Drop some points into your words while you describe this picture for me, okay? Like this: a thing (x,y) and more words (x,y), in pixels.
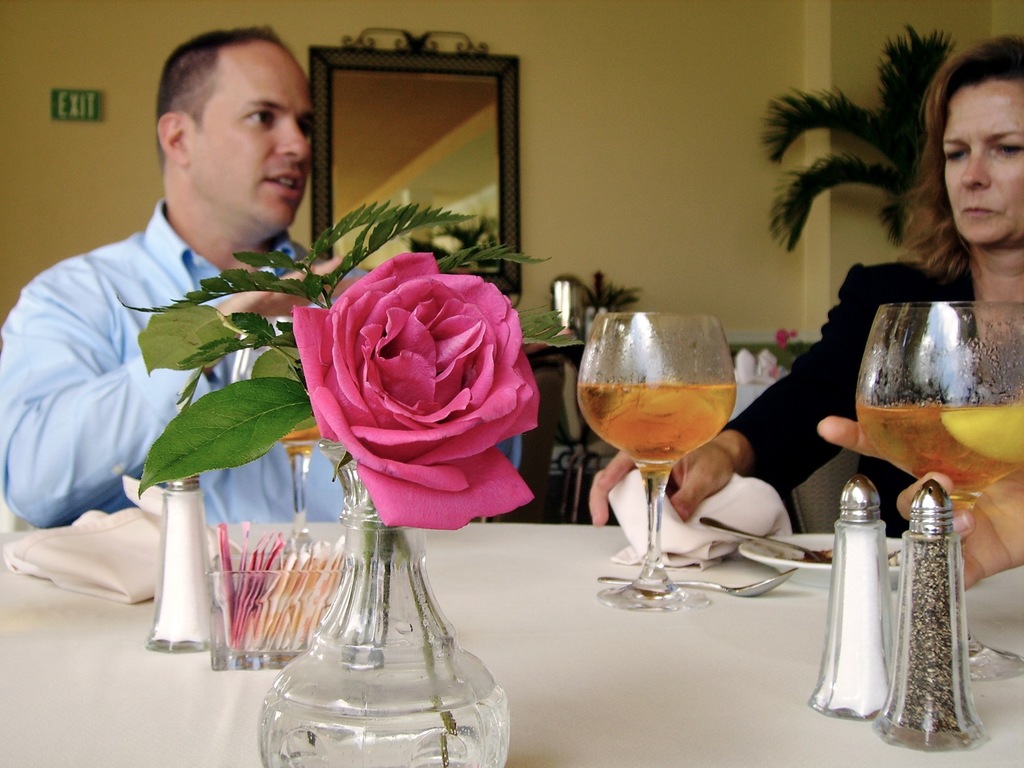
This is the picture inside of the restaurant (753,359), like hotel (663,265) whatever it is. On the right side (768,472) we have a woman (694,474). She is holding like a tissue (767,510). There is a table (562,575). There is a flower vase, plate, spoon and knife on the table (548,538). On the background (478,216) we can see there is a mirror (477,214), wall (725,282), flower pot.
